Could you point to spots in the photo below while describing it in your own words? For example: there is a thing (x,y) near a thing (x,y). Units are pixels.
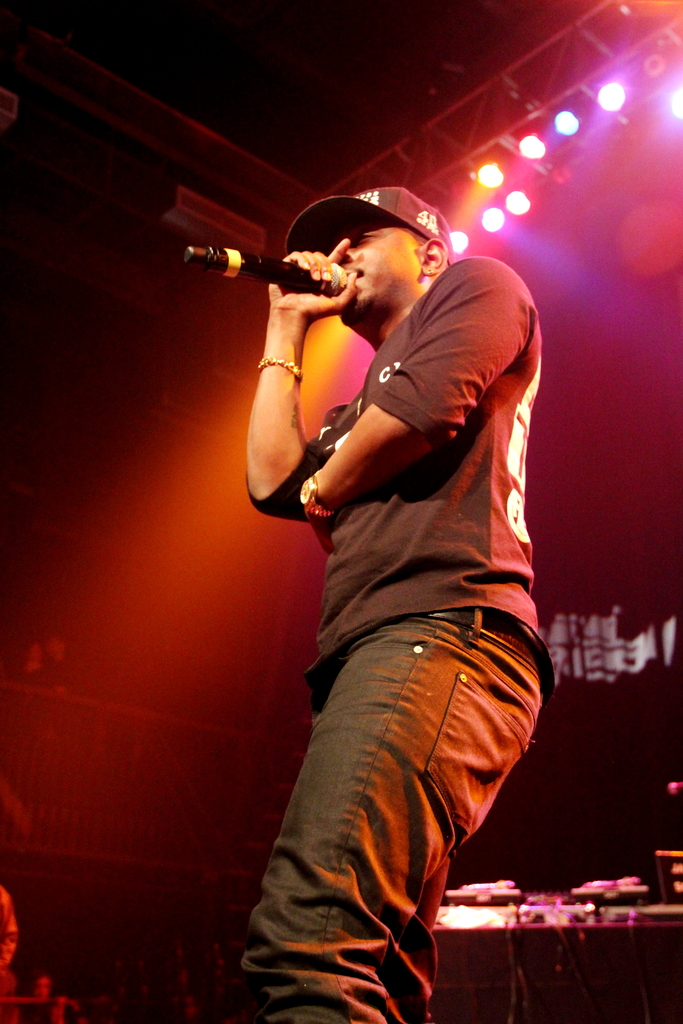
This picture shows a person (281,296) standing, singing and his holding a microphone (290,266) in his right hand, he wore a cap (433,233) and a watch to his left and in the background (534,967) there is a table (584,942) with some equipment (566,907) and on the ceiling (471,48) they are disco lights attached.
